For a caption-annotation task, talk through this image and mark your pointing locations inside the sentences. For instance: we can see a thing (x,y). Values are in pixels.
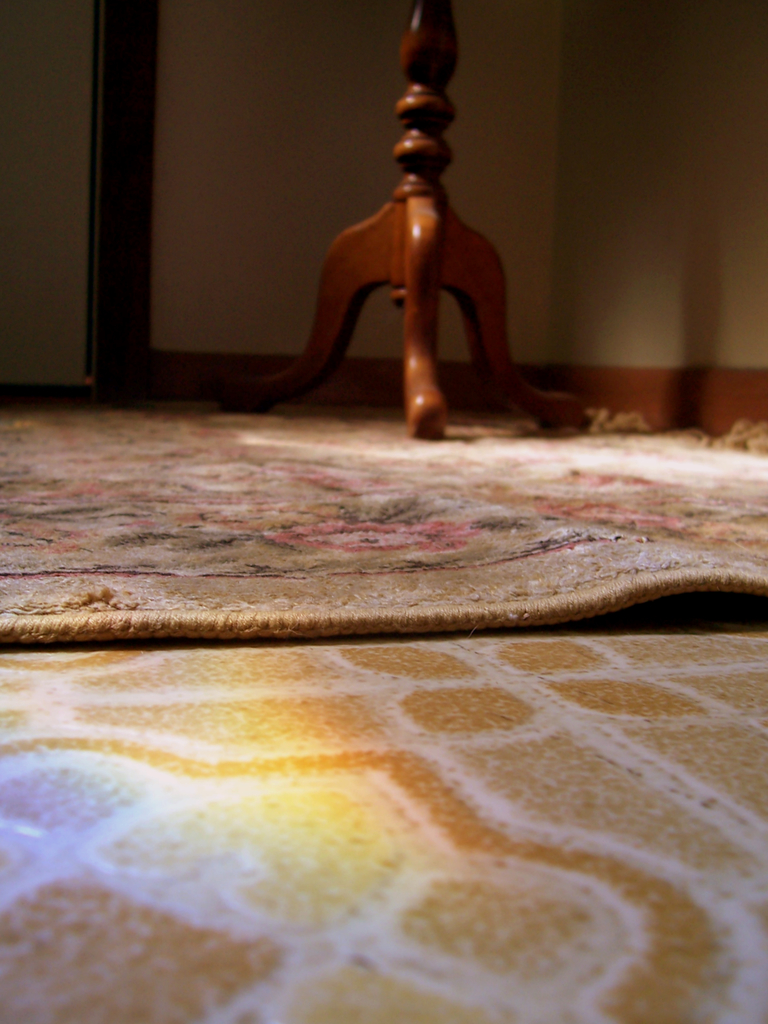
This picture is clicked inside. In the foreground (526,802) we can see the floor (333,683) and the floor mat (474,510). In the background (336,132) there is a wall (300,73) and a wooden object (419,225) placed on the ground (27,480).
